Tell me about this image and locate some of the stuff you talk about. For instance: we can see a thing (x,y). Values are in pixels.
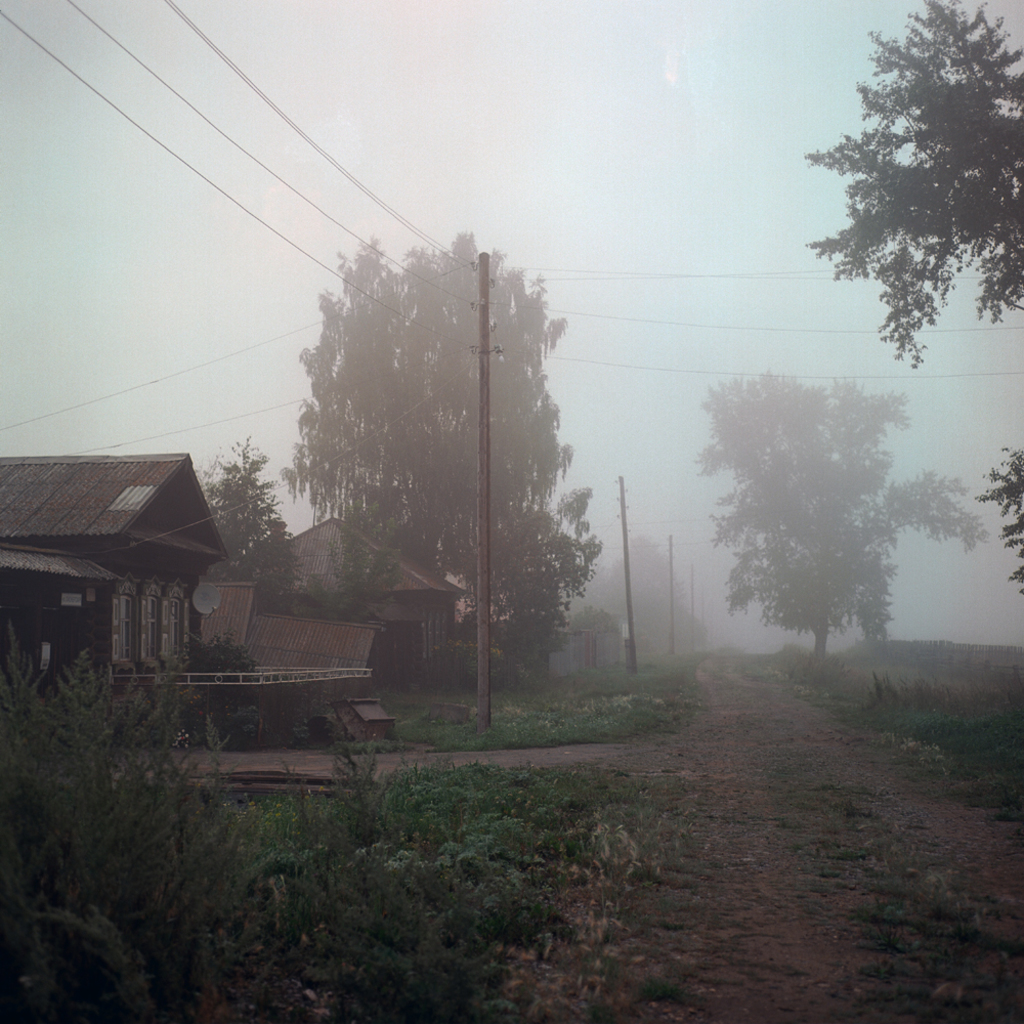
In this image there is a path (746,884), on either side of the path (767,715) there are plants (963,726), trees (921,518) and poles (671,624), in the background (322,643) there are houses (308,576) and the sky (701,207).
